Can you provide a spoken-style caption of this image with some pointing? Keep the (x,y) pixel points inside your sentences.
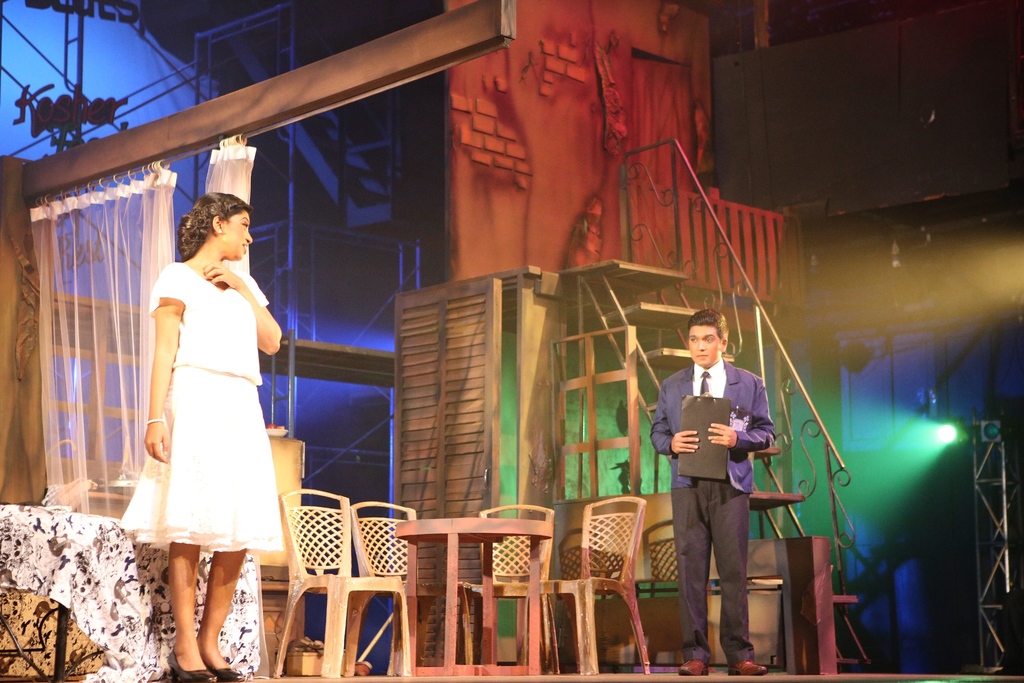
This might be a picture of a drama. In the picture to the left (222,248) there is a woman (230,511) standing. To the right (698,490) there is a man (695,439) standing holding a pad (702,436). In the center of the picture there is a table (466,540) and chairs (614,524). In the background (618,326) there are staircase (635,285) and railing (712,220). To the top left (87,192) there is a wooden beam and curtains (77,339). On the left (89,520) there is a bed (81,561) covered with bed sheet (57,571). In the background (71,83) we can see iron frame (194,89) and green focus light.
